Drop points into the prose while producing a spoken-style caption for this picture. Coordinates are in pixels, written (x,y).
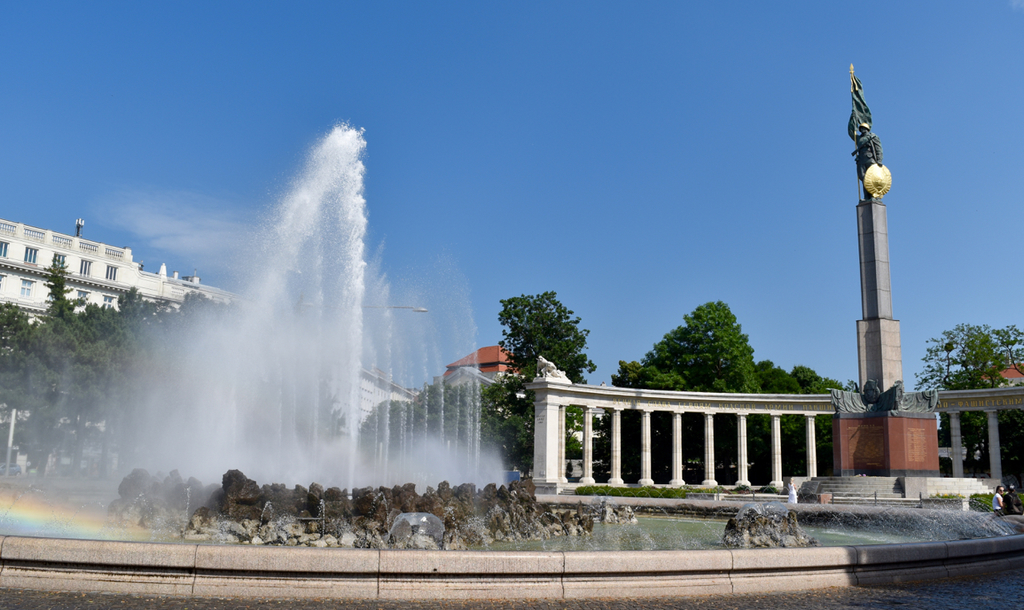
In this picture I can see a water fountain (307,308), there are buildings (8,232), pillars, there is a sculpture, there are trees (680,333), and in the background (256,164) there is the sky (484,155).
